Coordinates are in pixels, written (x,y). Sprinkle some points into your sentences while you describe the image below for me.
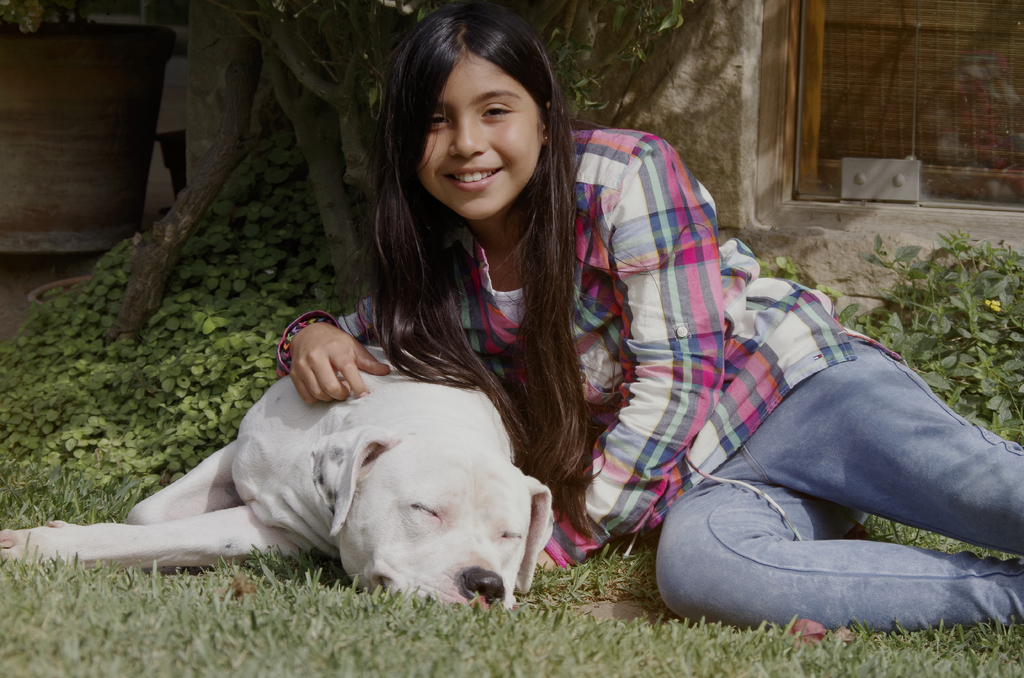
In this image, girl (601,423) is sat on the ground (578,600). She hold a dog (388,470) and she is smiling. On right side (953,309), few plants (986,360) are there. Left side we can see a tree (141,295). Here there is a pot (100,137) and top of the image (824,120), we can see window (877,112) on right side (910,130).
